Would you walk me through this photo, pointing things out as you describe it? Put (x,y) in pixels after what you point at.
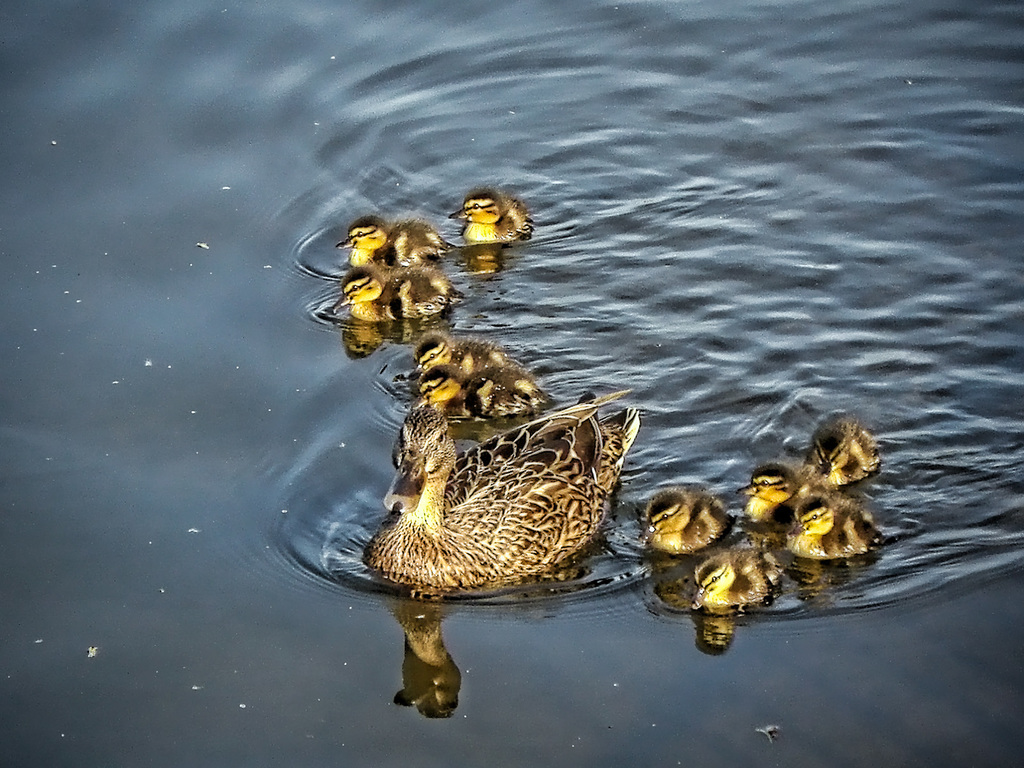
In this image, I can see a duck (511,464) and ducklings (494,414) in the water (562,361).
